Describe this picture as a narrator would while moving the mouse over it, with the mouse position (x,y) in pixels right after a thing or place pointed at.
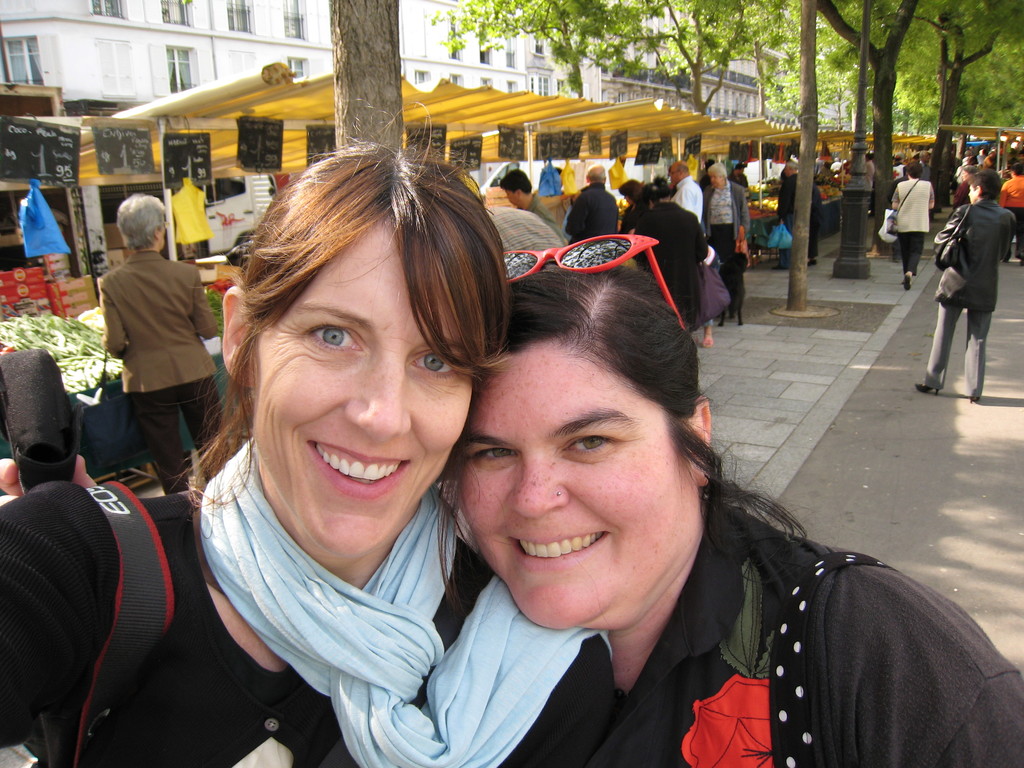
In this picture I can see two persons (489,452) smiling, there are boards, trees (734,25), stalls (837,185), there are group of people (997,205) standing, and in the background (515,83) these are looking like buildings (189,39).
